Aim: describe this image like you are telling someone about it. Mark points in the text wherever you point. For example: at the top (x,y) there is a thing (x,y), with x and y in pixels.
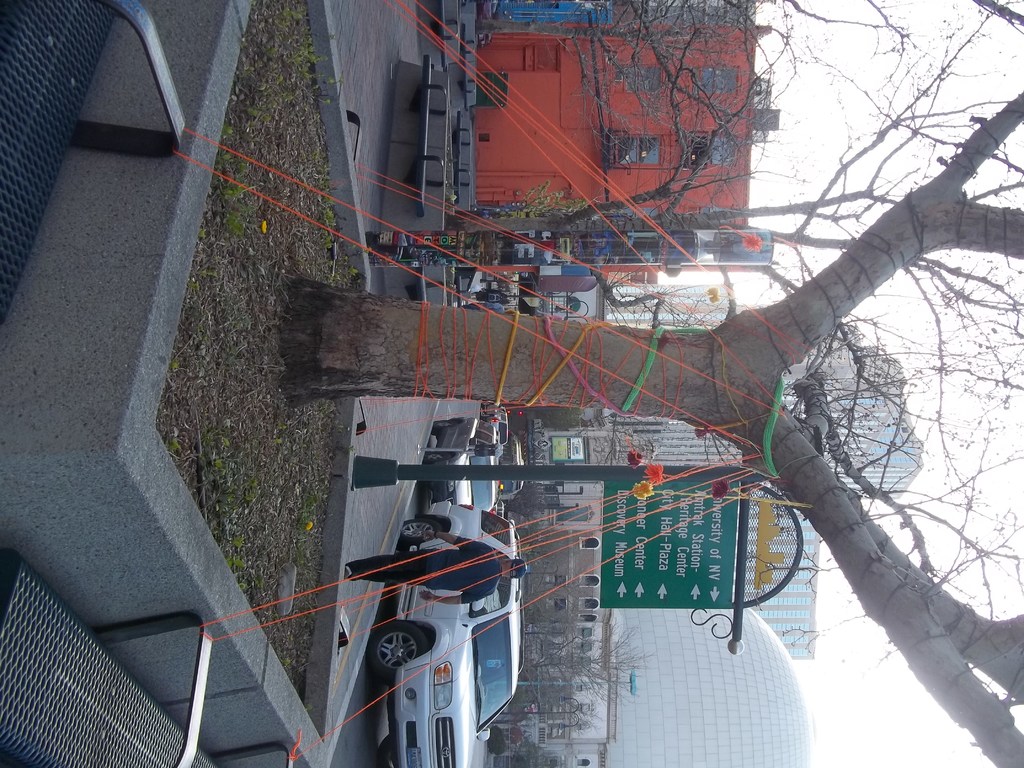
In this image we can see a tree (478,331). And there are ropes (204,137) tied from the tree (520,374) to the stands (144,46). In the back (466,562) there is a person (436,579) wearing cap (524,574). Also there are vehicles (494,486). And there is a sign board (623,501) on a pole (472,478). There are buildings (611,140). In the background (940,467) there is sky (776,159).
